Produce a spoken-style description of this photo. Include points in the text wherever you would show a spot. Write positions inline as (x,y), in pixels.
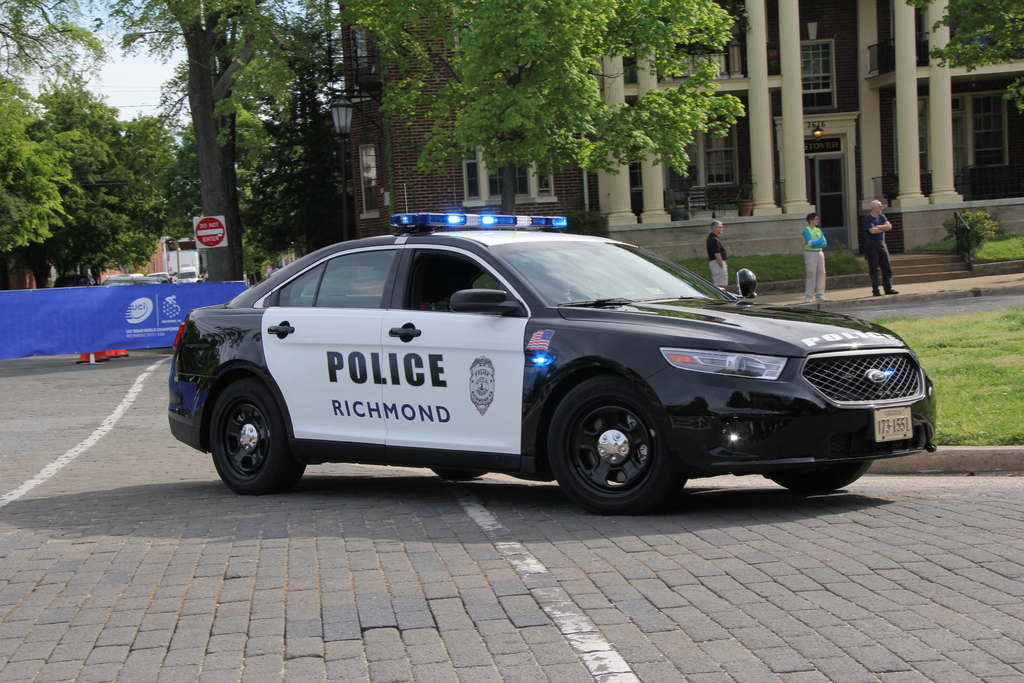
In this image there is a car (674,286) on a pavement (625,544), in the background (813,292) there are people (719,271) standing and there is a building (834,82) trees (113,149) and a board (39,297), on that board (19,297) there are logos (162,309).
